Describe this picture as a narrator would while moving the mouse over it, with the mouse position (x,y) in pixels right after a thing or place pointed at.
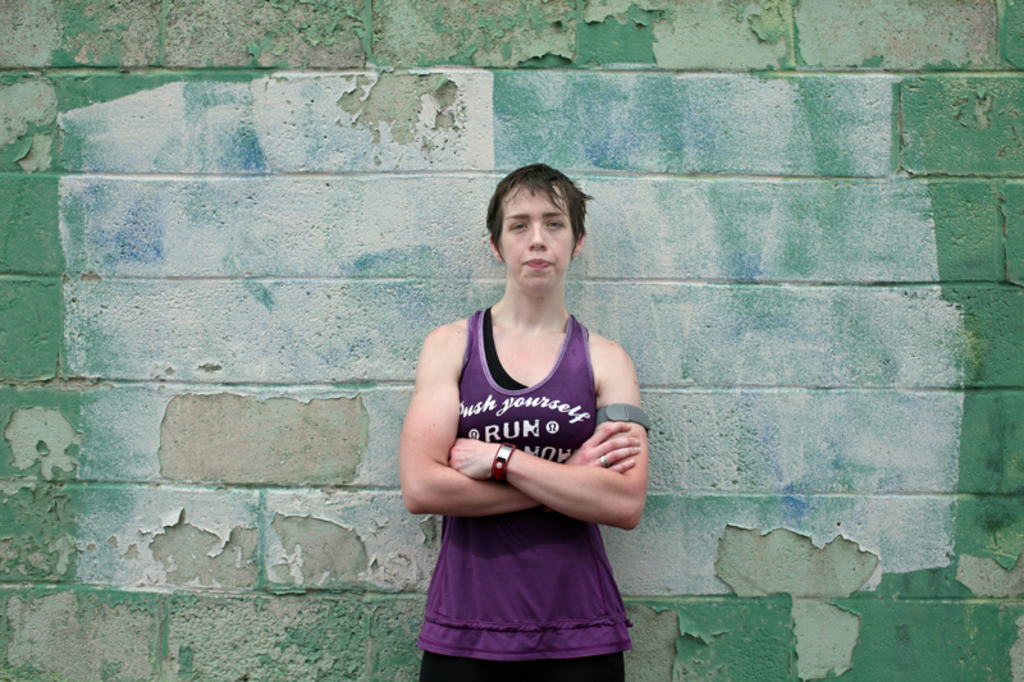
In the image in the center (537,432), we can see one person (556,408) standing. In the background (884,265) there is a wall (829,273).
